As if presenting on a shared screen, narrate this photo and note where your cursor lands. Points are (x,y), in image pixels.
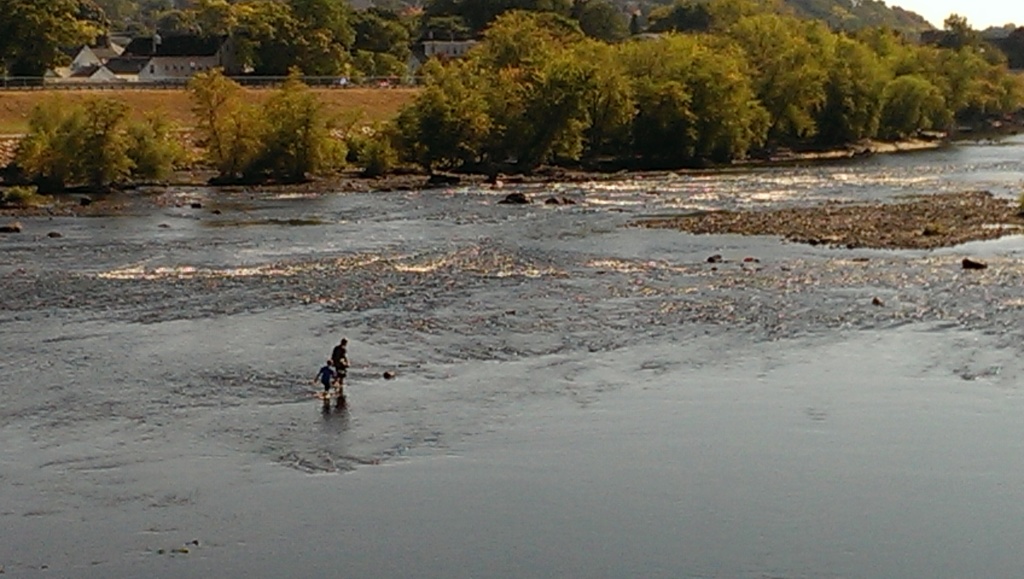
In the middle of the picture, we see an adult (336,347) and a child (329,371) are standing. At the bottom (316,403), we see water (565,497) and this water (670,475) might be in the lake (755,441). There are trees (769,76) and buildings (99,57) in the background (152,68). In the right top (981,21), we see the sky (1000,20).
